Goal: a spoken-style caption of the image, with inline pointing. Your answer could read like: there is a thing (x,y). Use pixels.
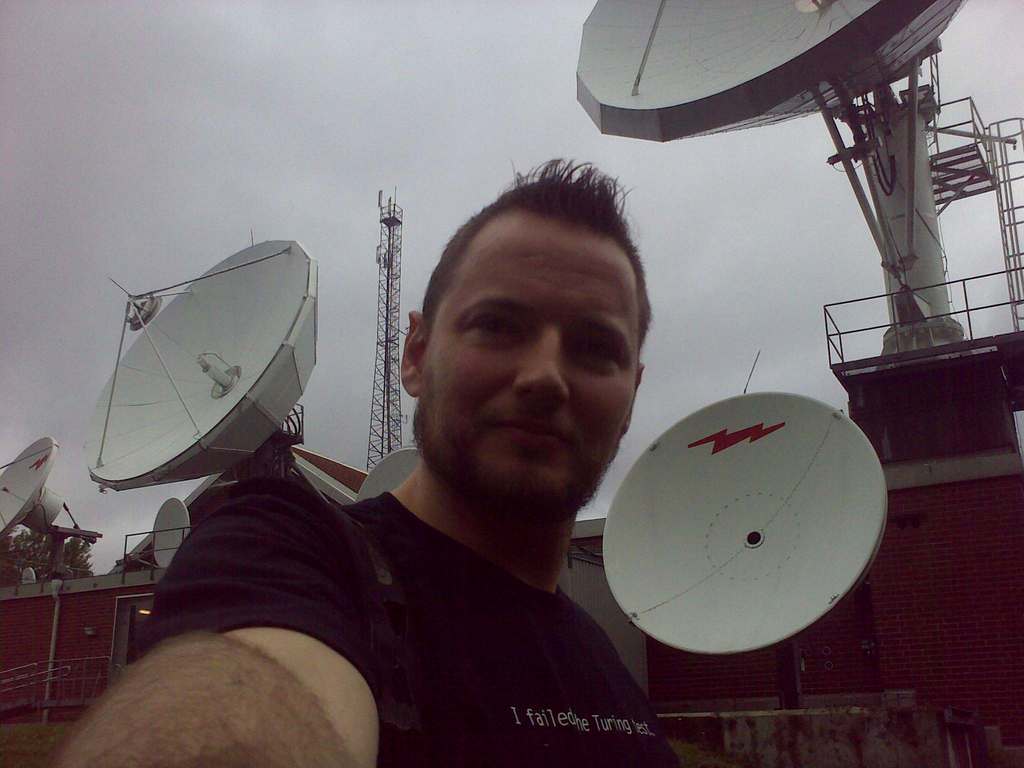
In this image we can see a person (439,430). In the background (944,418) there are antennas (613,538), buildings (612,623), towers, trees (82,562) and sky (540,70).
